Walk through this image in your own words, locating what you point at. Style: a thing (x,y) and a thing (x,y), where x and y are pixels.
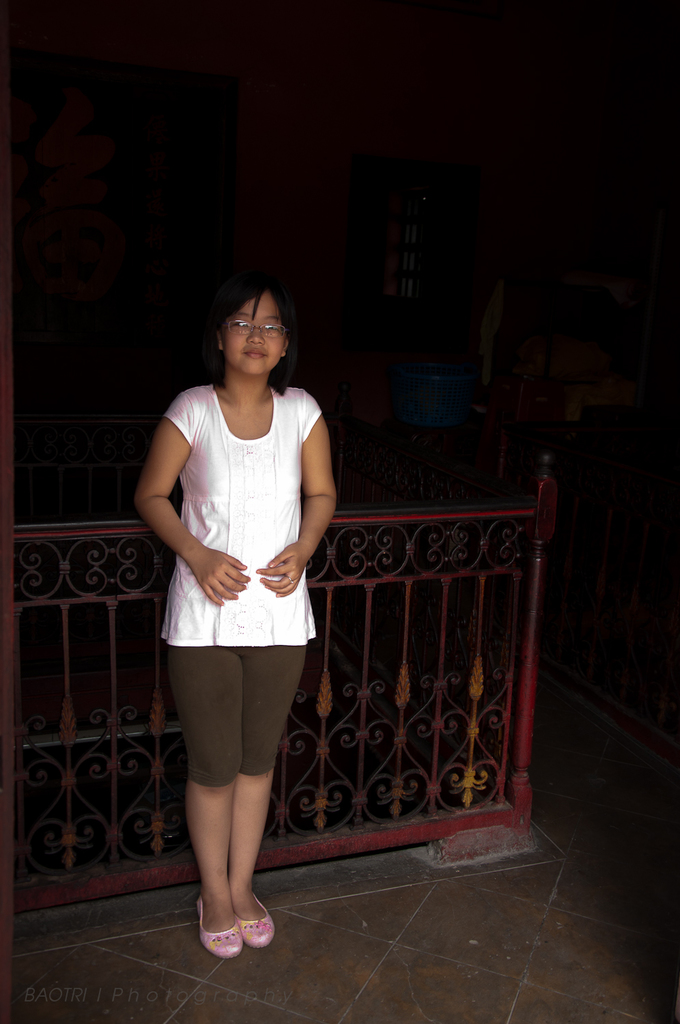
In this image we can see a person (197,802) standing on the floor (392,914), iron grills (157,656), window (354,295), door (216,118) and walls (280,163).
